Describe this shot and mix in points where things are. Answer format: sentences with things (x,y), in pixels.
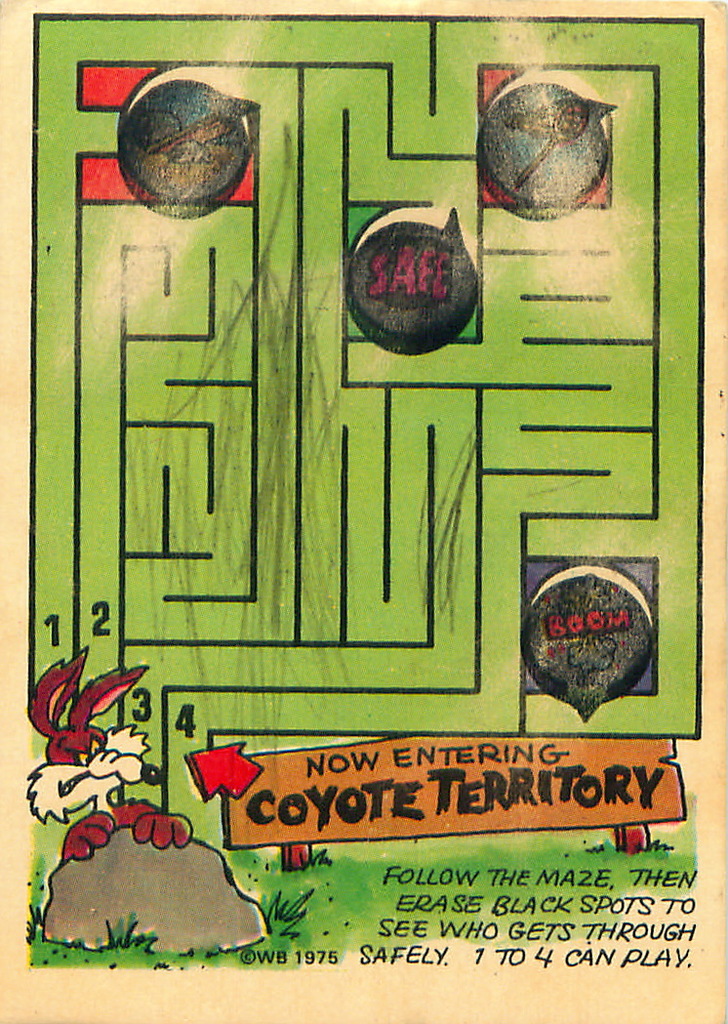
In this image we can see a poster (445,636). We can see some text (495,871) and few cartoons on the poster (368,718).
